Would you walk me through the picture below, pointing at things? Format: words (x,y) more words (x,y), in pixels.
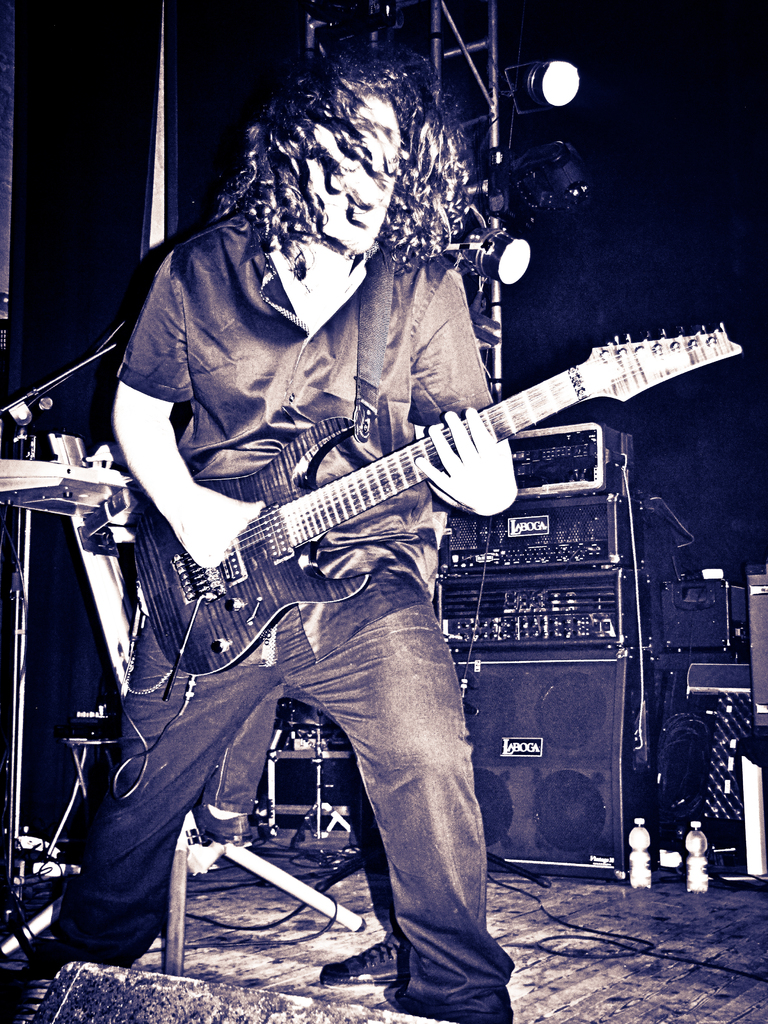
In this image I can see a person (359,456) holding the guitar (294,473).
